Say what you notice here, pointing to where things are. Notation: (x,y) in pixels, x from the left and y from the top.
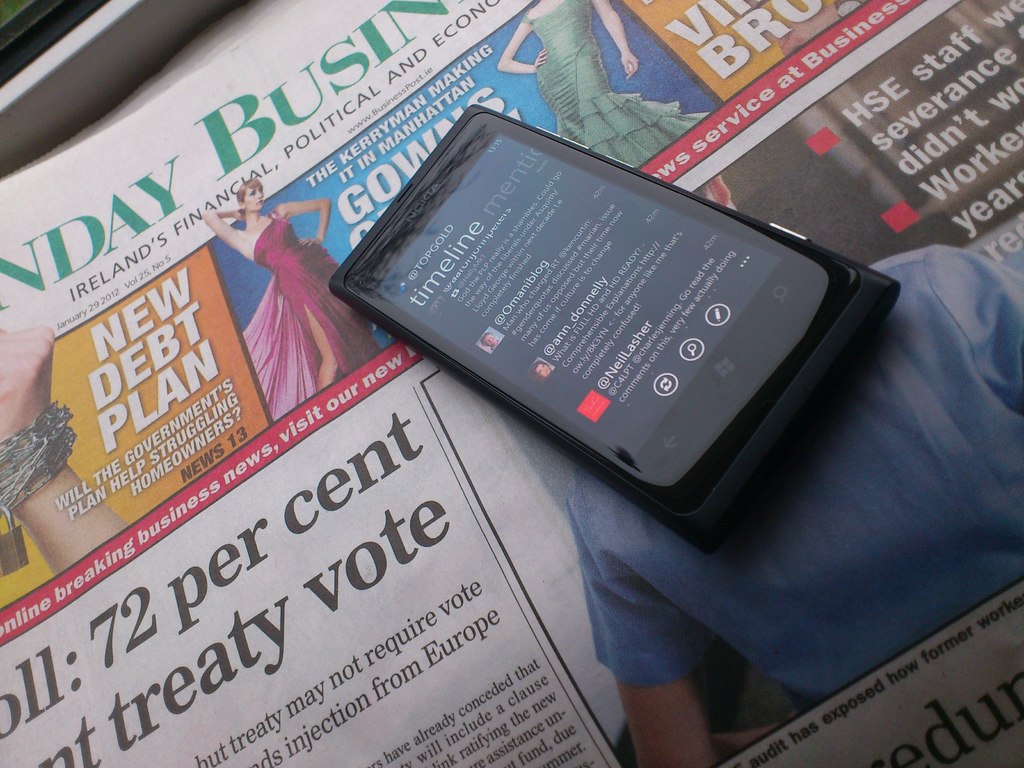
In this picture, we can see a mobile phone (571,279) on a newspaper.
